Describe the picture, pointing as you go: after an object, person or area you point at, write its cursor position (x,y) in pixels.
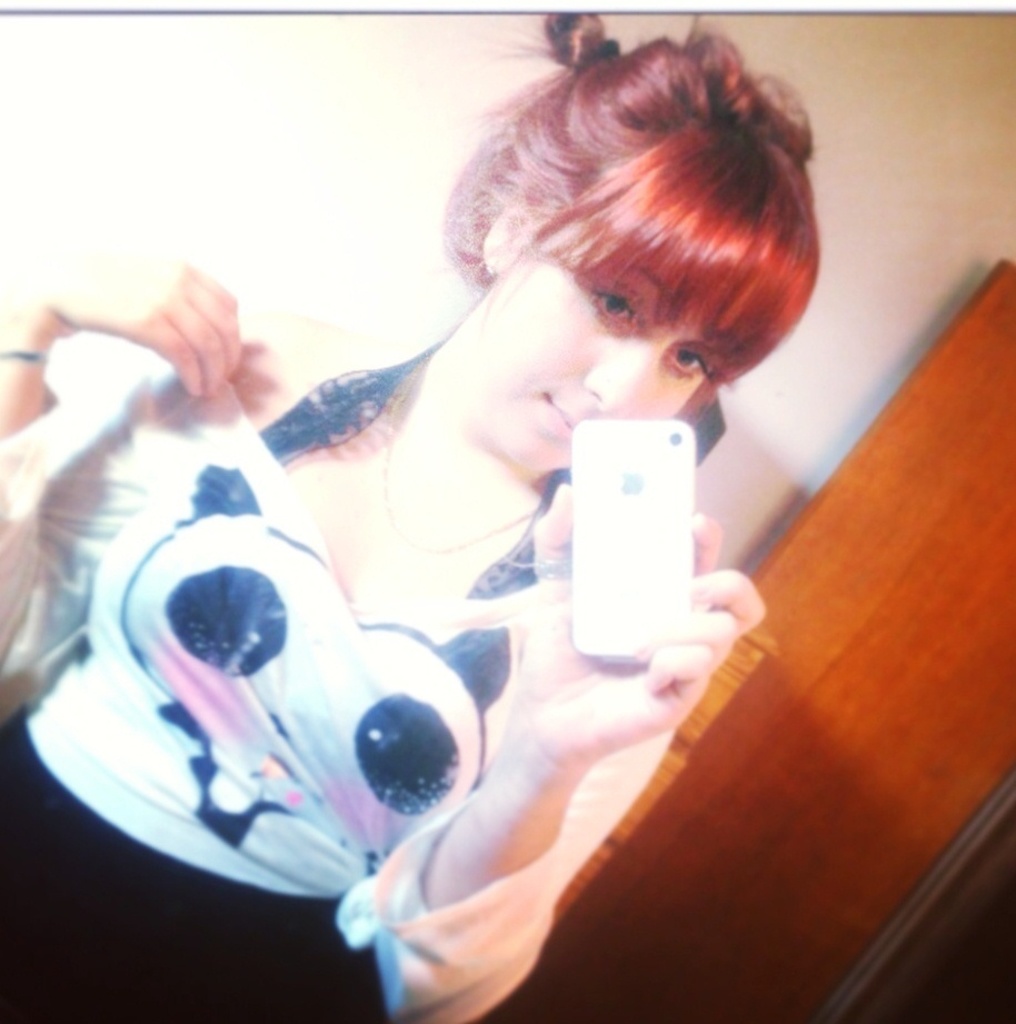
In this image, we can see a person (722,269) in front of the wall (300,269) holding a phone (642,502) with her hand (639,720).
